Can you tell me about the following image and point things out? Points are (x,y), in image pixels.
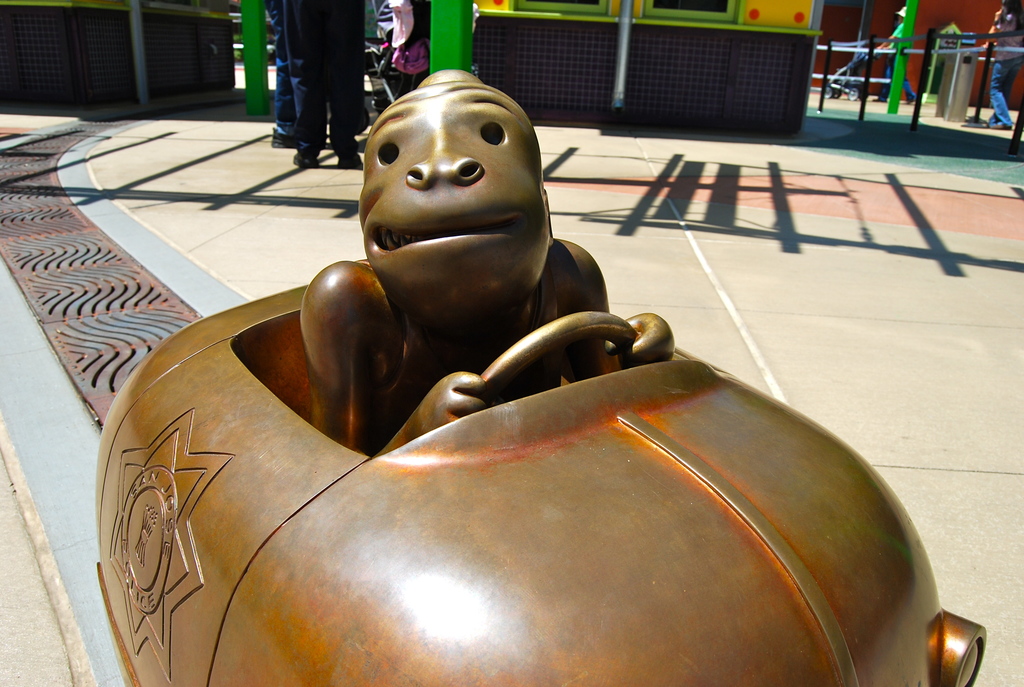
In this picture there is a statue of a monkey (437,273) sitting inside the vehicle (545,583) in the foreground (545,680). At the back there are group of people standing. On the right side of the image (913,95) there are two persons (891,51) walking and there are poles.
